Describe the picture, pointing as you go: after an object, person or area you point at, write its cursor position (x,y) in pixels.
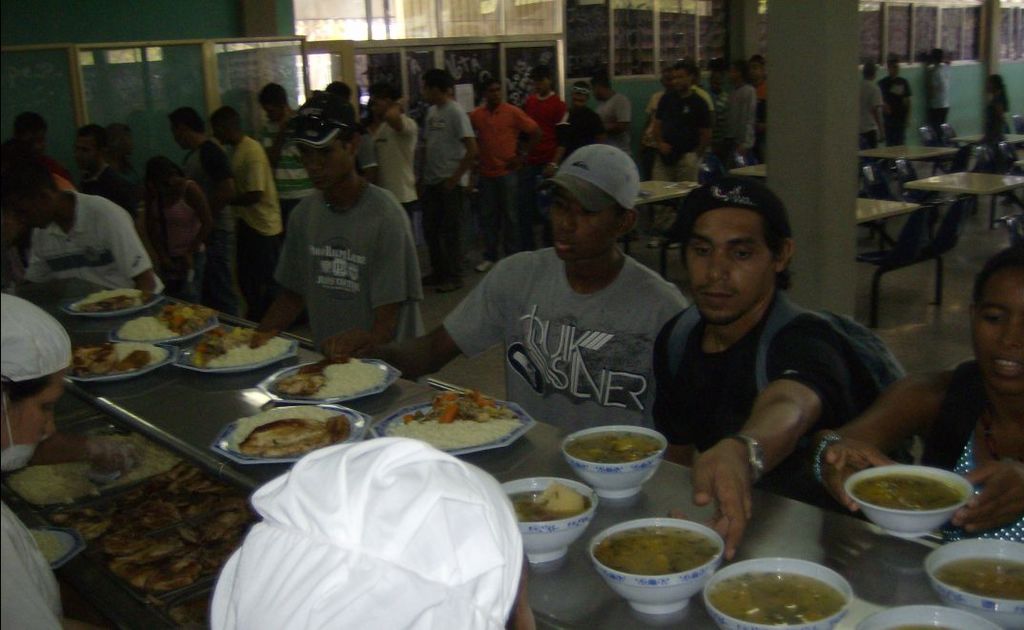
In this image I can see the group of people (510,162) with different color dresses (409,123). I can see few people (566,295) are wearing the bags (661,335) and caps (583,202). In-front of few people (536,338) I can see the table (172,442). On the table (208,447) there are plates (333,433) and bowls (552,541) with food (257,434). In the background (647,218) I can see the tables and chairs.
